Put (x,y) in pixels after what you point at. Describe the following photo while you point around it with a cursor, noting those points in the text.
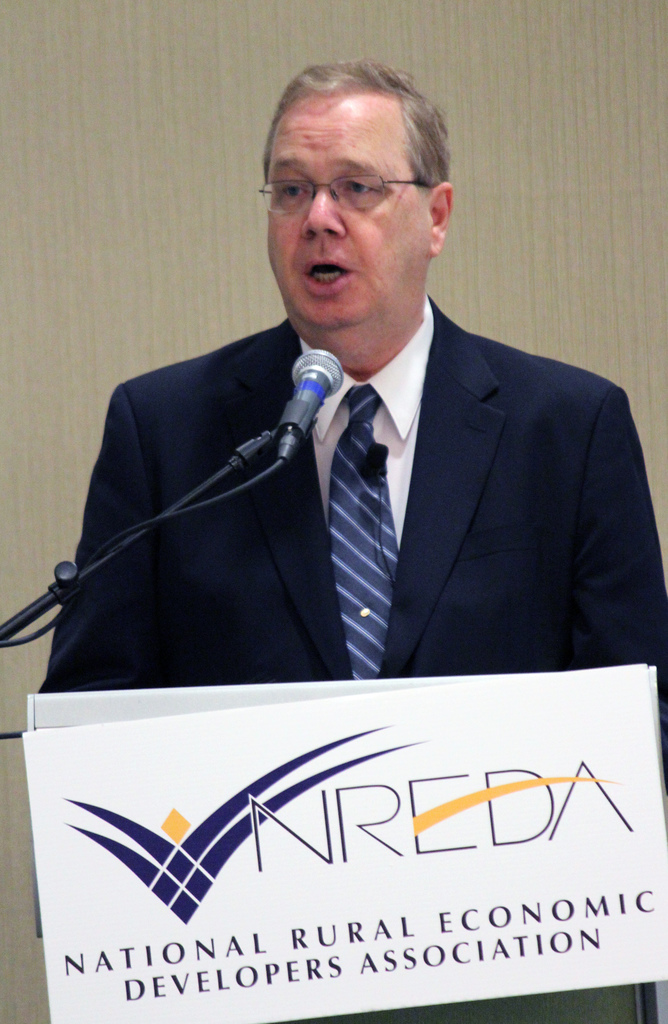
In this picture, in the middle (420,479), we can see a man (458,469) who is wearing a black color suit (569,405) and talking in front of a microphone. In the background (535,94), we can see a wall (627,322), at the bottom (565,837) there is a board (477,902), on which some text (466,848) is written on the board (434,865).
